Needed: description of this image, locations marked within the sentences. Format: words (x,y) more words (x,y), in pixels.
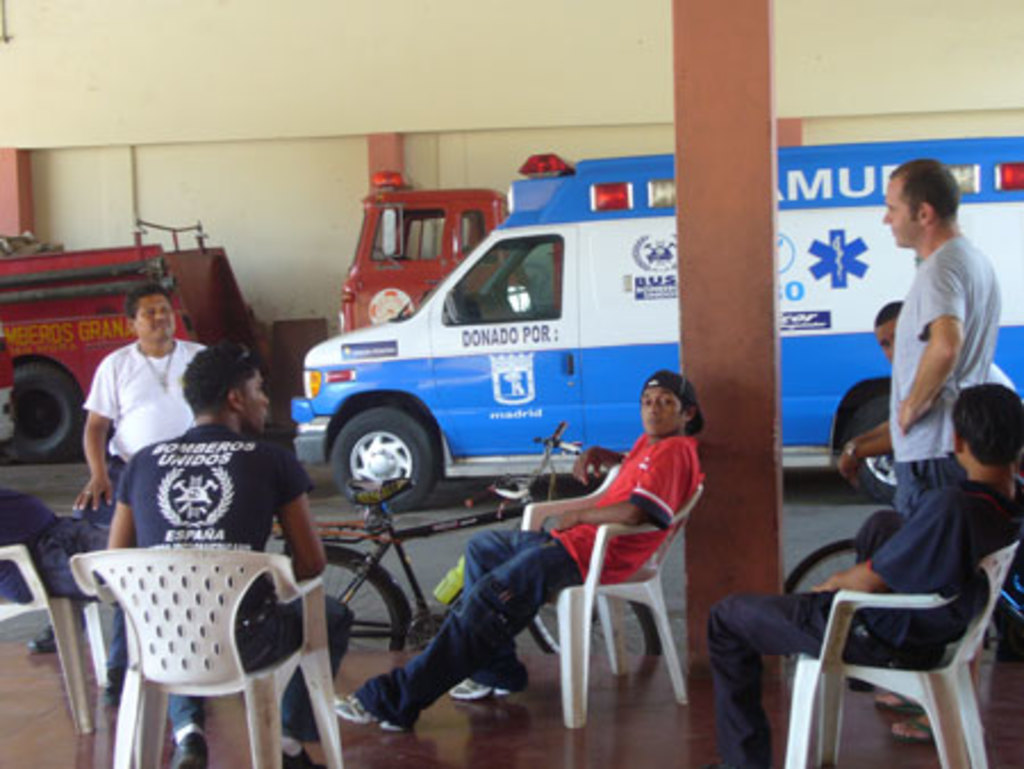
In the image we can see there are people (150,469) who are sitting on chair (586,652) and vehicle vans (664,340), ambulance (509,309) is parked indoors.
